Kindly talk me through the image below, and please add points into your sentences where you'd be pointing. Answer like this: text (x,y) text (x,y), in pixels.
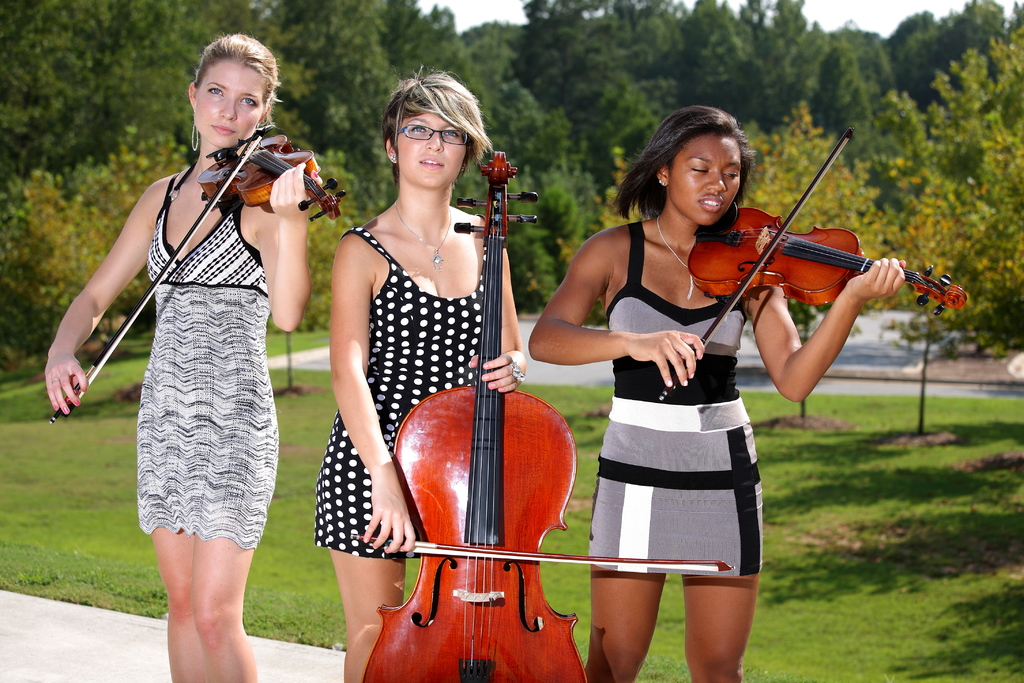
On the background (527,77) we can see trees (957,69). A fresh green grass (859,474) and plants (912,203). Here we can see three women (783,303) standing and playing violins (803,266) and cello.
